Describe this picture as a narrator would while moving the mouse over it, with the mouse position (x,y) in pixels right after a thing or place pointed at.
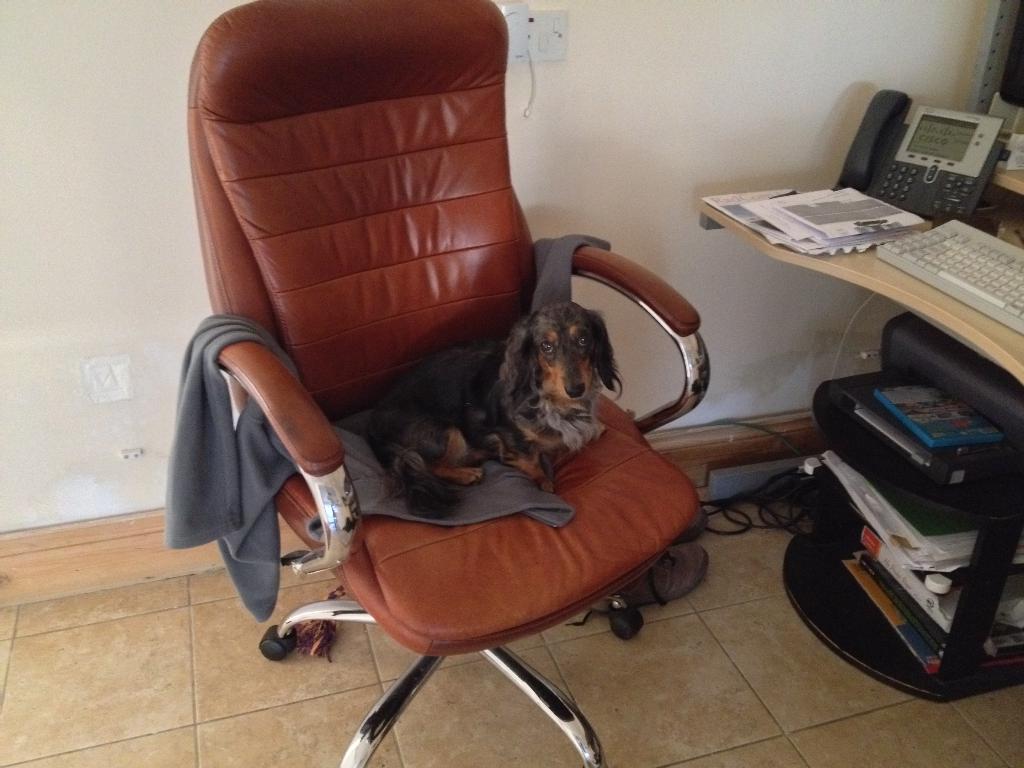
This picture is clicked inside the room. In the center (344,286) there is a brown colour chair (516,560) and a dog (509,420) is sitting on this chair (521,537). At the right side (869,177) on the table (935,309) there is a fax phone (923,153), keyboard (969,233), papers (855,225). In the background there is a wall socket (535,40). At the right side (931,524) under the table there are files (917,584), black colour bag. On the floor (731,577) there are wires (741,499).
